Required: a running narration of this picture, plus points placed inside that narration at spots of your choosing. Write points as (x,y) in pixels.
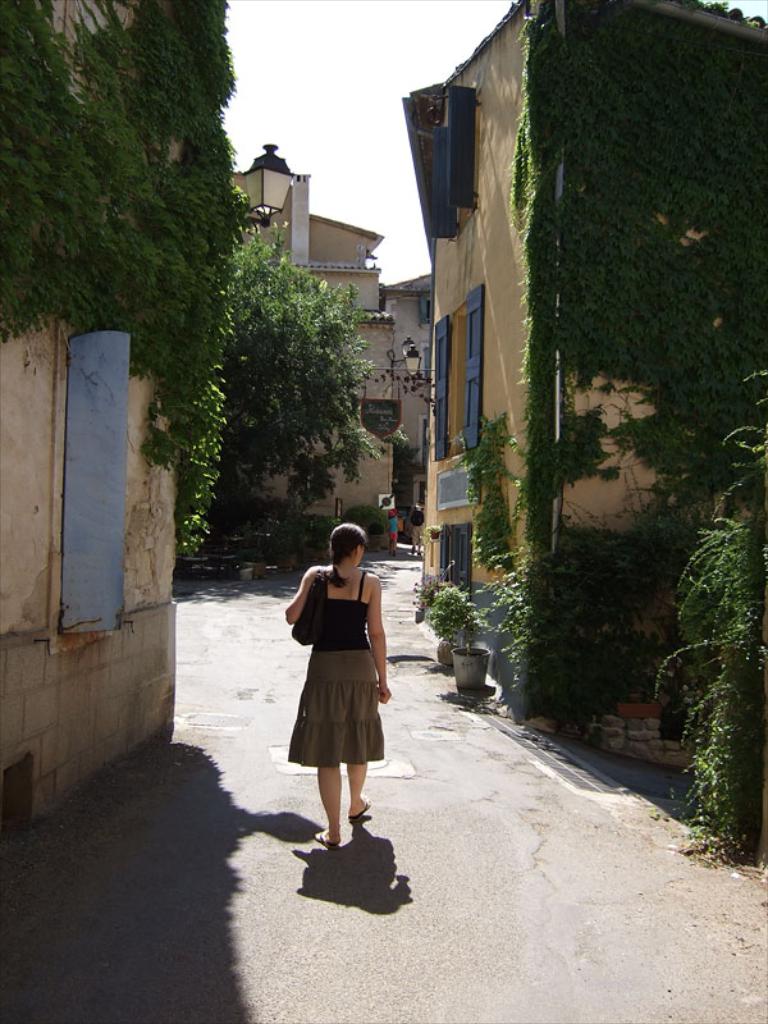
In this image we can see a person (324,642) walking on the path (392,586) and there are some buildings (508,326), trees (267,489) and creepers (716,698). We can see potted plants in front of the building (714,159) and at the top (251,129) we can see the sky (281,136).
